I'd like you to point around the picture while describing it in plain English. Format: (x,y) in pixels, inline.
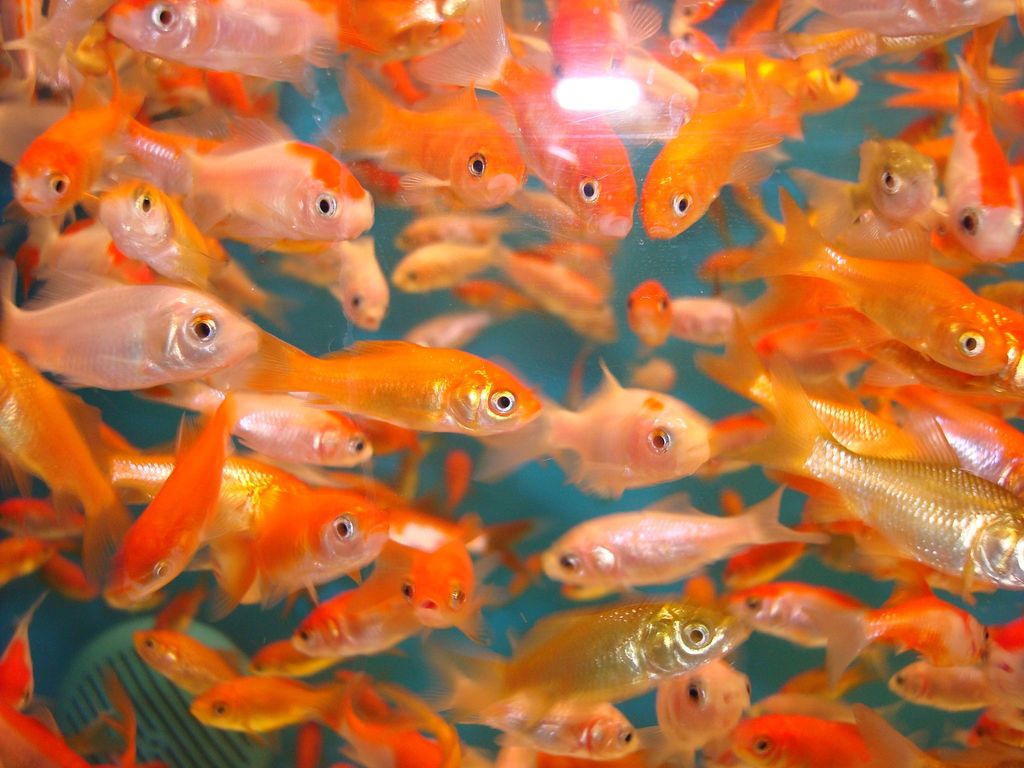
There are white, orange and golden color fishes (467,337) in the water (535,235).
